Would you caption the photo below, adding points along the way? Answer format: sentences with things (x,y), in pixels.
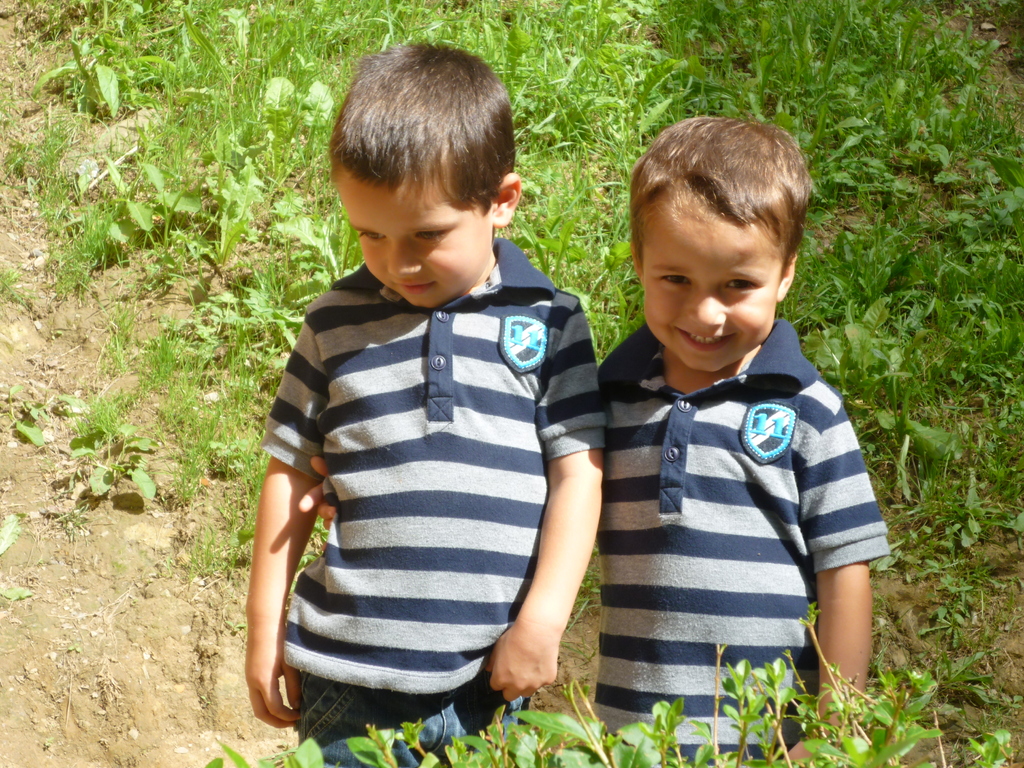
In this picture there are two boys (731,438) who are wearing same dress (646,398). They are standing near to the plant (756,716). At the top (675,72) we can see the green grass (542,48).
